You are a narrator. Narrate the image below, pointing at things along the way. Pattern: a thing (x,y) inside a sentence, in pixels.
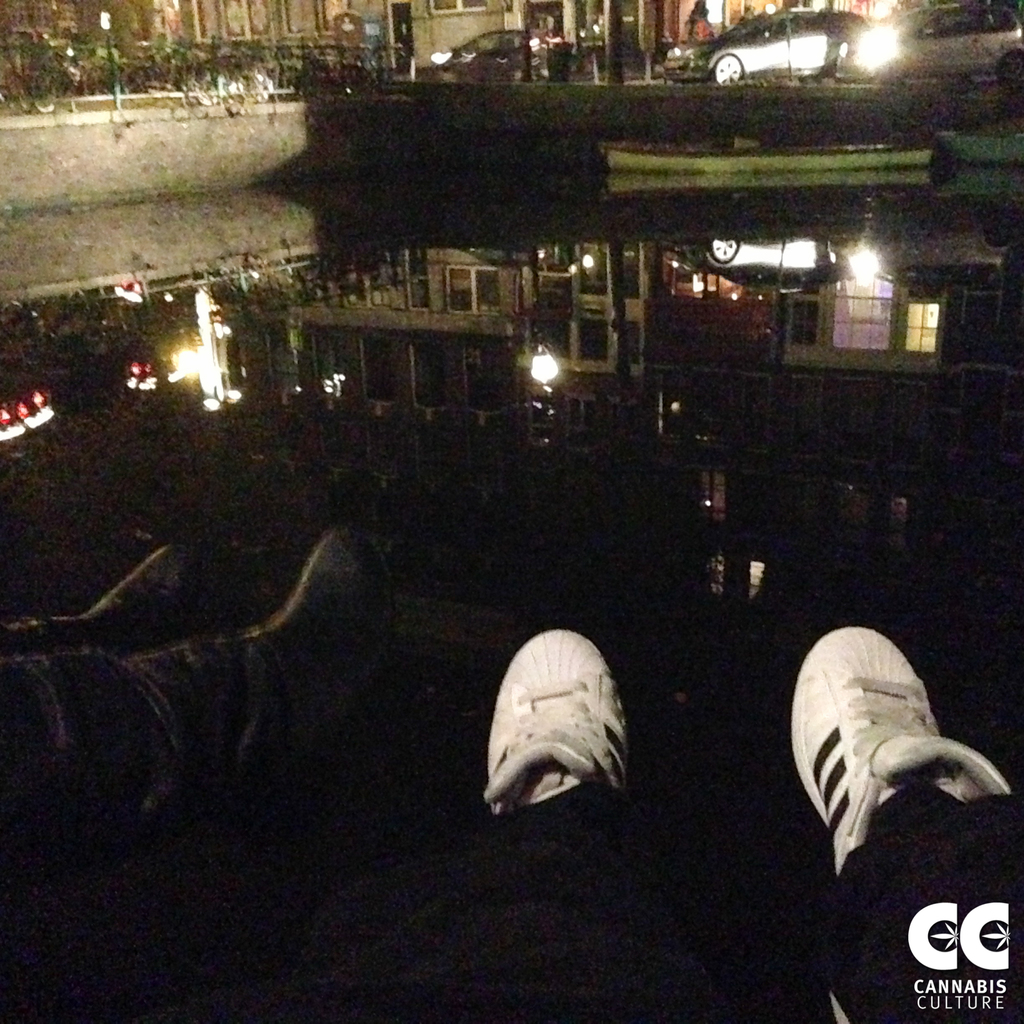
In the image we can see human legs (592,813), wearing clothes (251,733) and shoes (522,677). Here we can see water (504,480), vehicle (794,31) and the building (402,49). On the water (546,280) we can see the reflection (679,374) of the building (471,371), vehicle (773,270) and lights (719,287). On the bottom right (988,1007) we can see the watermark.
